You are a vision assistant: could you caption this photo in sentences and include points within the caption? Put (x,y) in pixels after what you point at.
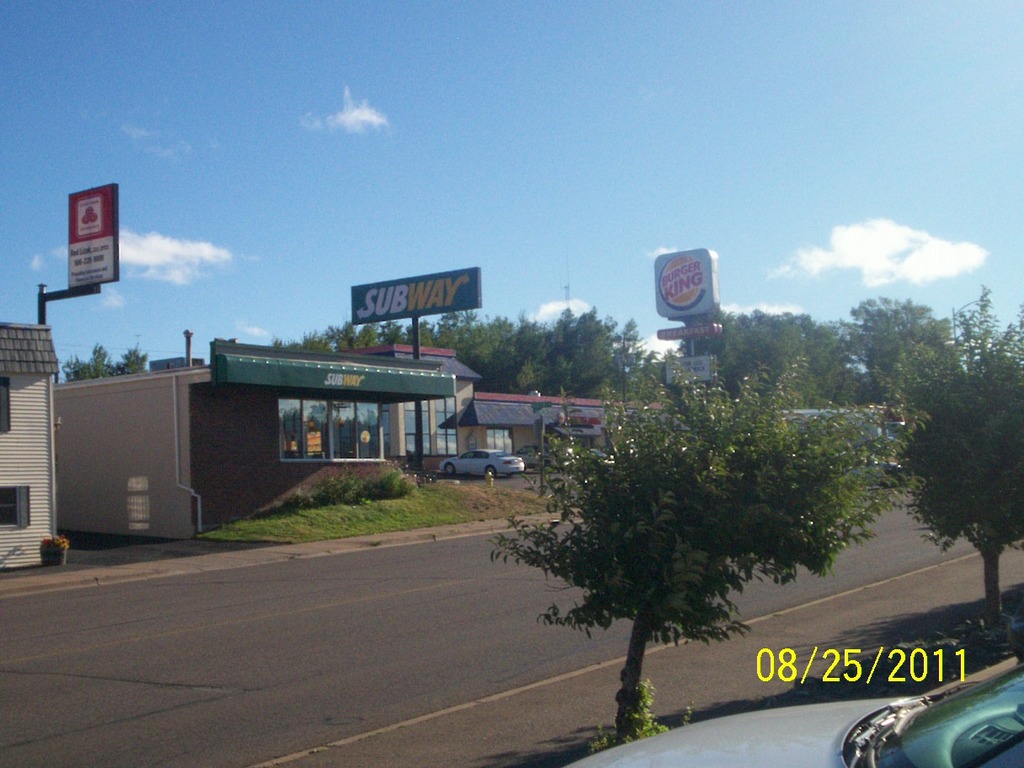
In this image we can see some buildings (518,420), the sign boards (689,367) with some text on them, some cars (523,467) on the ground (738,705), grass (422,524), a plant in a pot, some poles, a group of trees (798,463), the pathway (447,600) and the sky (663,233) which looks cloudy.
